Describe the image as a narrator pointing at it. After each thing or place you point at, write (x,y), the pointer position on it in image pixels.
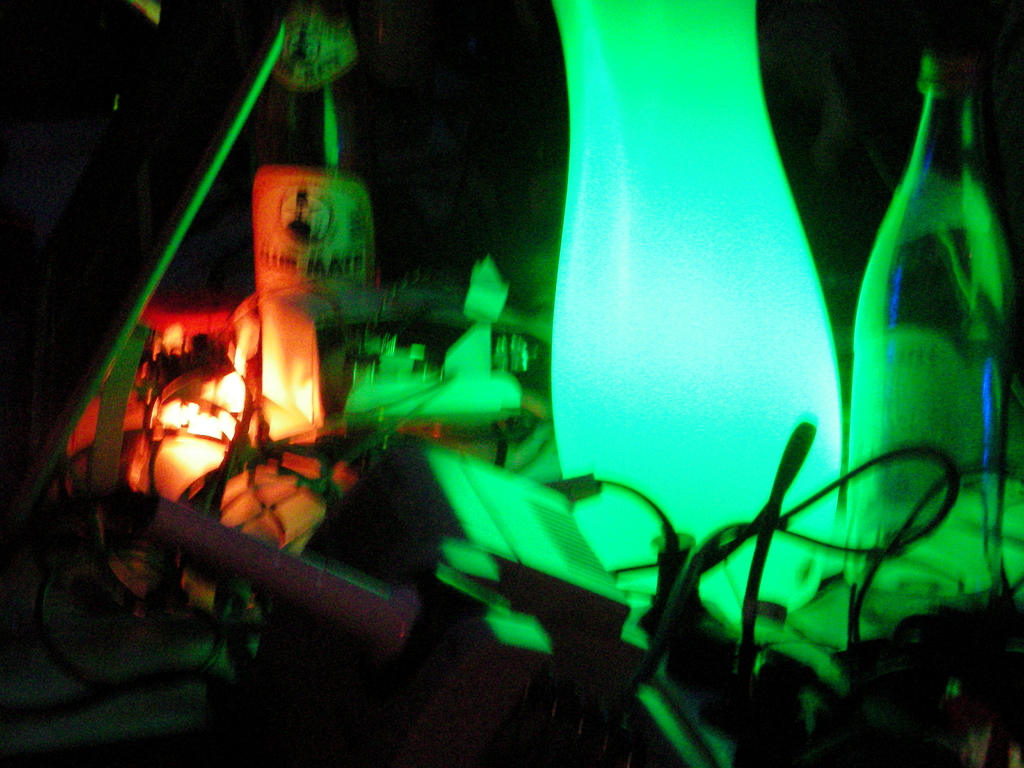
This picture shows a water bottle (856,367) and a light (576,328).
